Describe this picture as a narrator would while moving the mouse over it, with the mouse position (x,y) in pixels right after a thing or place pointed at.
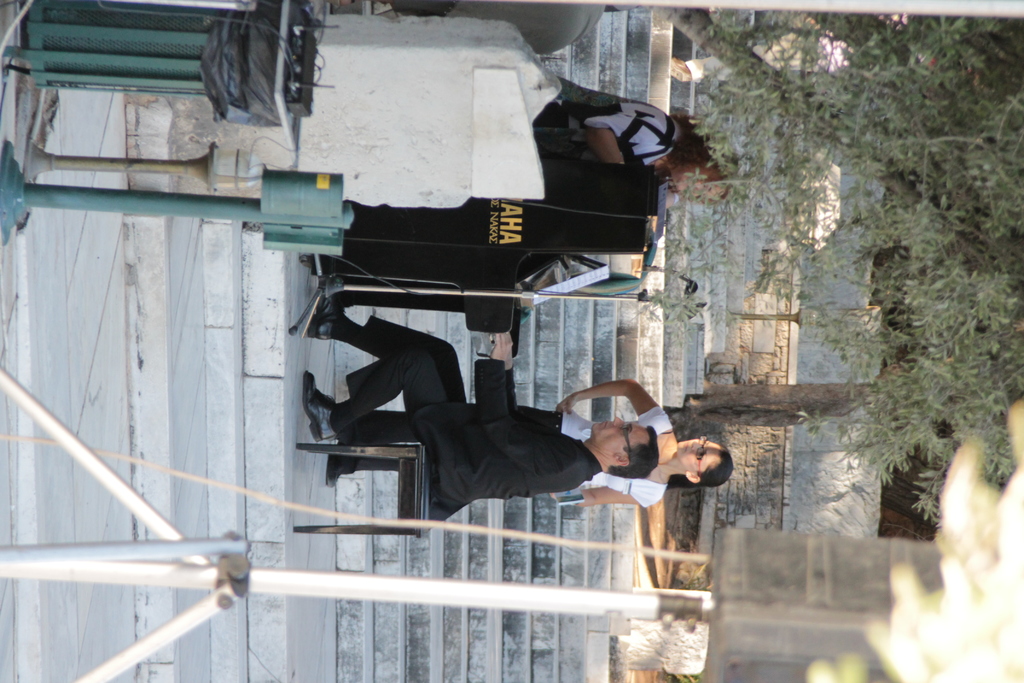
In this image there is a person (429,478) sitting on the stool (412,480). Before him there is a piano (477,267). There is a woman (603,139) standing near the piano (573,223). There is a woman (679,449) standing behind the person (503,448). Left side (140,644) there are objects (5,156) on the floor (101,275). Behind the people (469,450) there are stairs (392,473). Right side (726,400) there are trees (741,396) on the floor (668,506). Behind there is a wall (854,288). Left top there is a dustbin (87,23) on the floor (97,303).
